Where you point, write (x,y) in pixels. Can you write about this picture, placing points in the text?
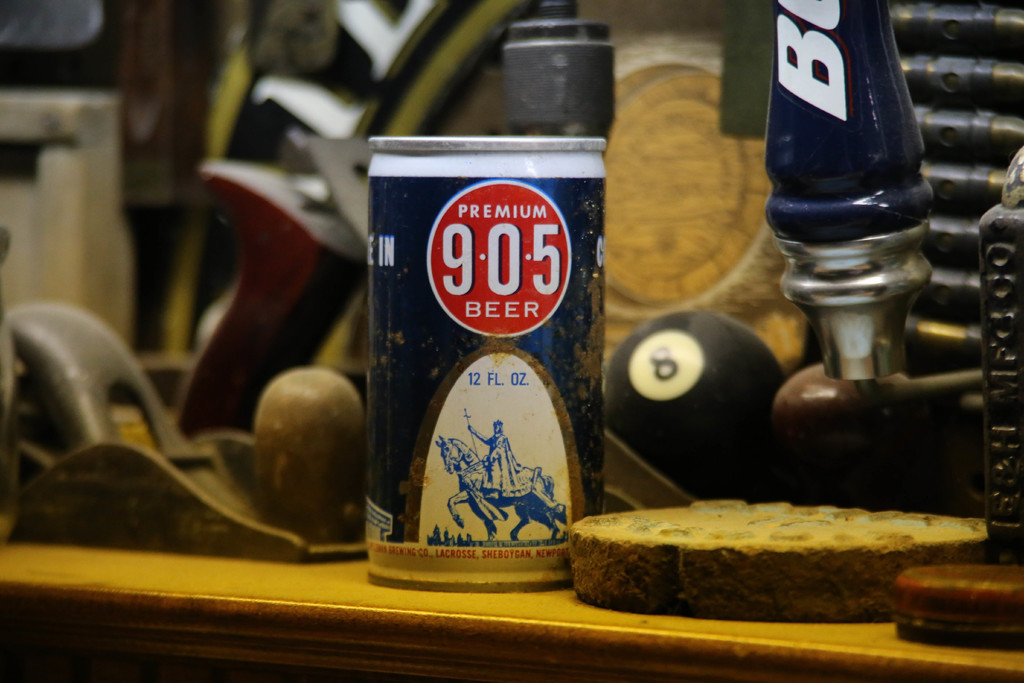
In this image we can see a group of objects (398,332) on a table (460,603). In the foreground (522,452) we can see a tin (539,322). On the tin (519,256) we can see a label (494,255) and the label (540,299) consists of some text (474,251) and image (454,506).
